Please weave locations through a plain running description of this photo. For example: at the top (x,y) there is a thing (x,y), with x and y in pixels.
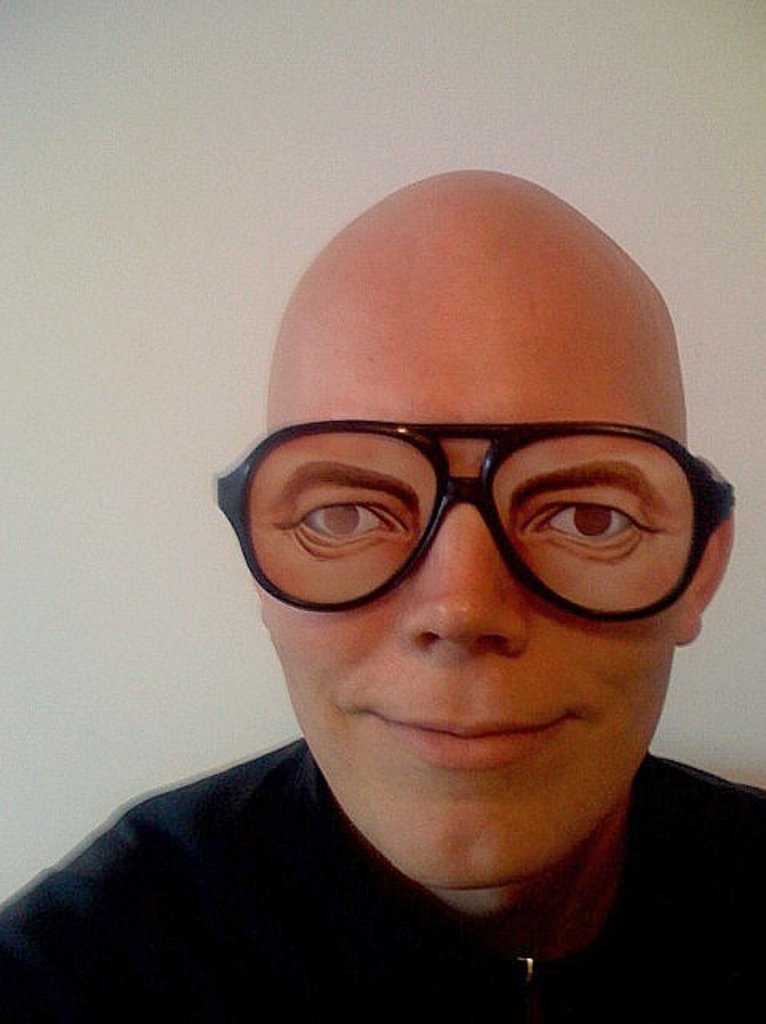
There is a person (418,673) wearing black dress (428,905) and a specs (544,556). In the background (233,188) it is white.
